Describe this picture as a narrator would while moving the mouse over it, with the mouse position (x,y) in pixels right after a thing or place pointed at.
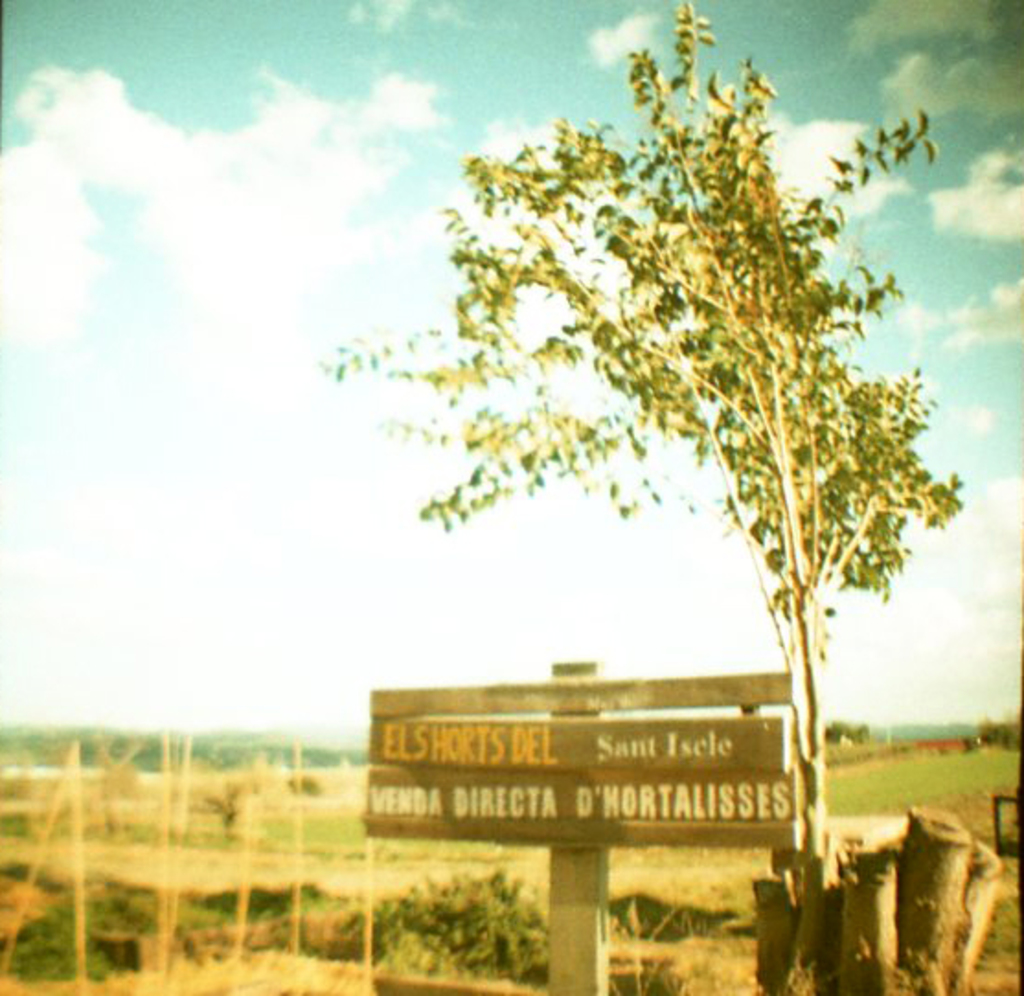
In this image I can see a pole (565,872) to which I can see a board (501,720), a tree (749,182) and few other wooden poles (165,813). In the background (114,753) I can see the ground (280,853), some grass (997,769), few trees (55,734) and the sky (214,138).
